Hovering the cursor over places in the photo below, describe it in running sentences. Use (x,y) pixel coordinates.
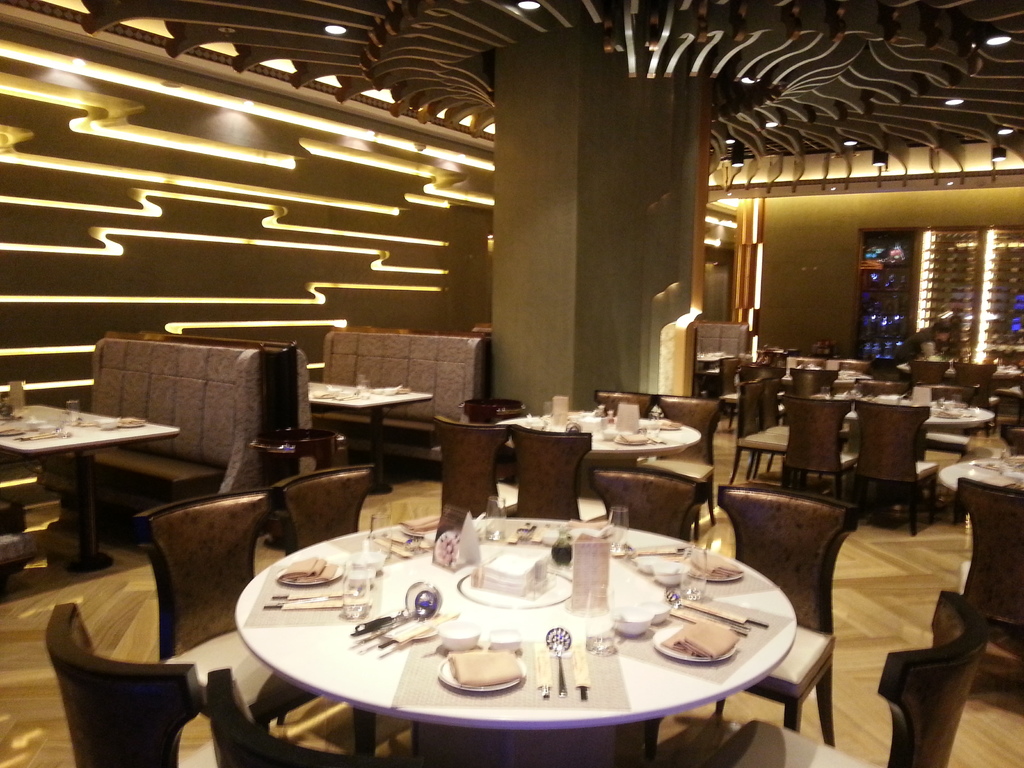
In this image we can see an inside view of a building (722,311) looks like a restaurant (529,537), there are few tables (535,552), chairs (647,498) and a pillar (559,389) in the middle of the room (473,449), on the table (479,615) there are plates (478,689), bowls (466,647), spoons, and few other objects (603,597) and there are lights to the ceiling (931,50).
